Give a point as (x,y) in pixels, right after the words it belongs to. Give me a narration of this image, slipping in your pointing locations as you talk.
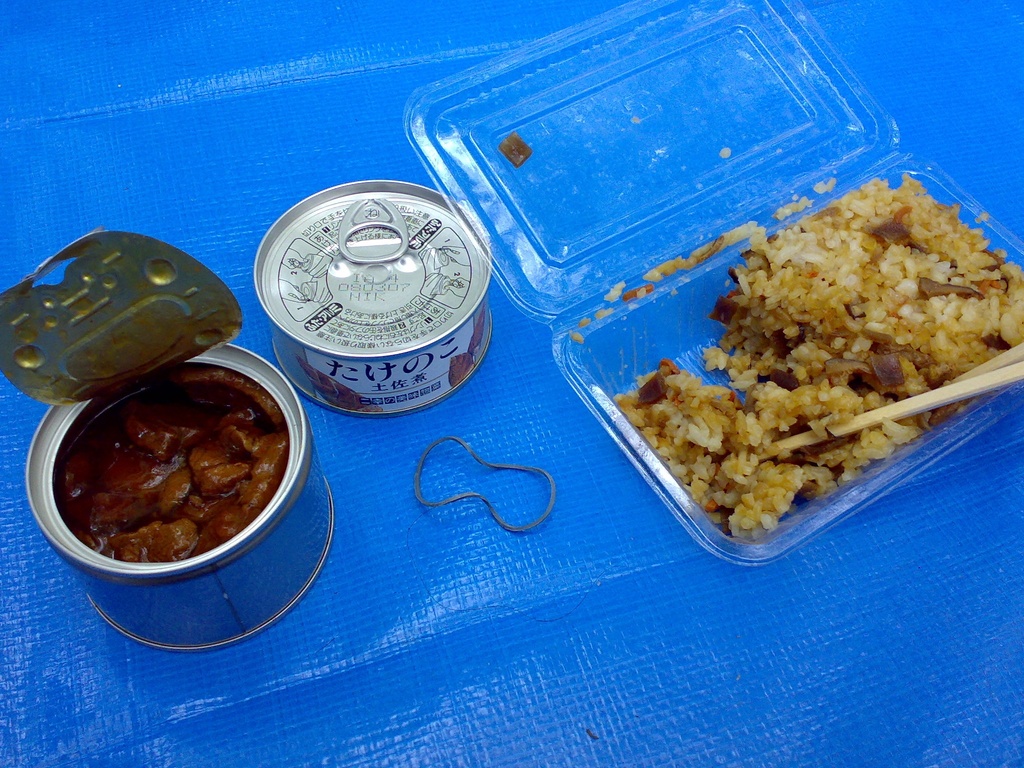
In this image I can see food cans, food item (802,345) in a plastic box (565,230) and other objects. These objects (300,340) are on a blue color surface (560,645).
